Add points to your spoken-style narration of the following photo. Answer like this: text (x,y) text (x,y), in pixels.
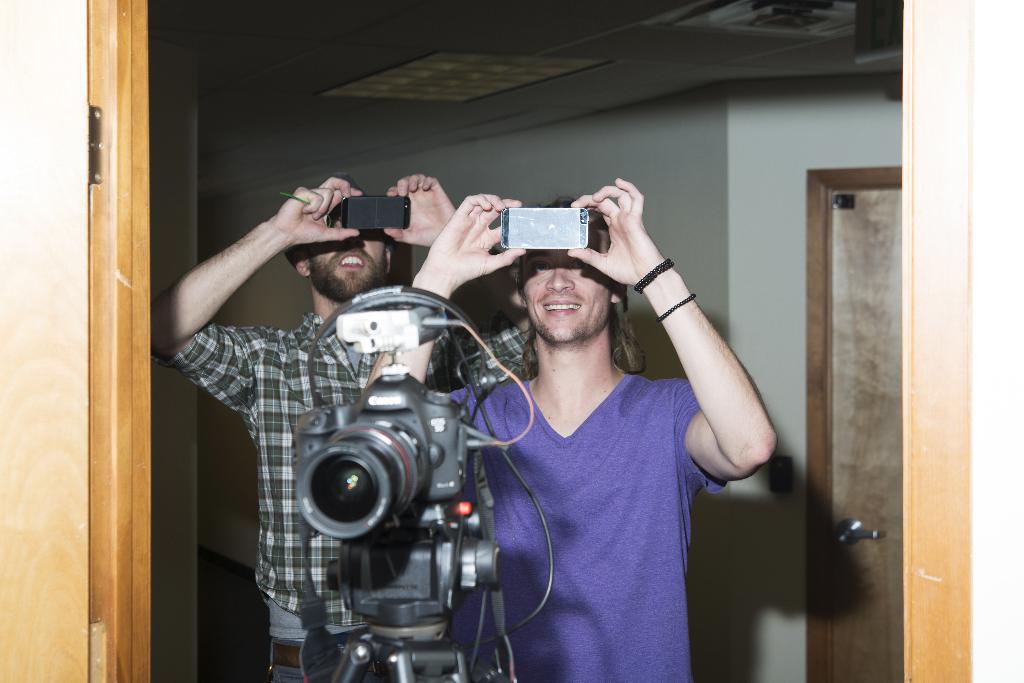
In the foreground of the image (403,473) we can see a camera (397,408). Behind the camera (367,431), two men (318,320) are there. They are holding mobiles (520,233) in their hands (468,209). There is a door (42,317) on the left side of the image (81,309). In the background (724,155), we can see a wall (570,153), roof (574,51) and door (860,362).
